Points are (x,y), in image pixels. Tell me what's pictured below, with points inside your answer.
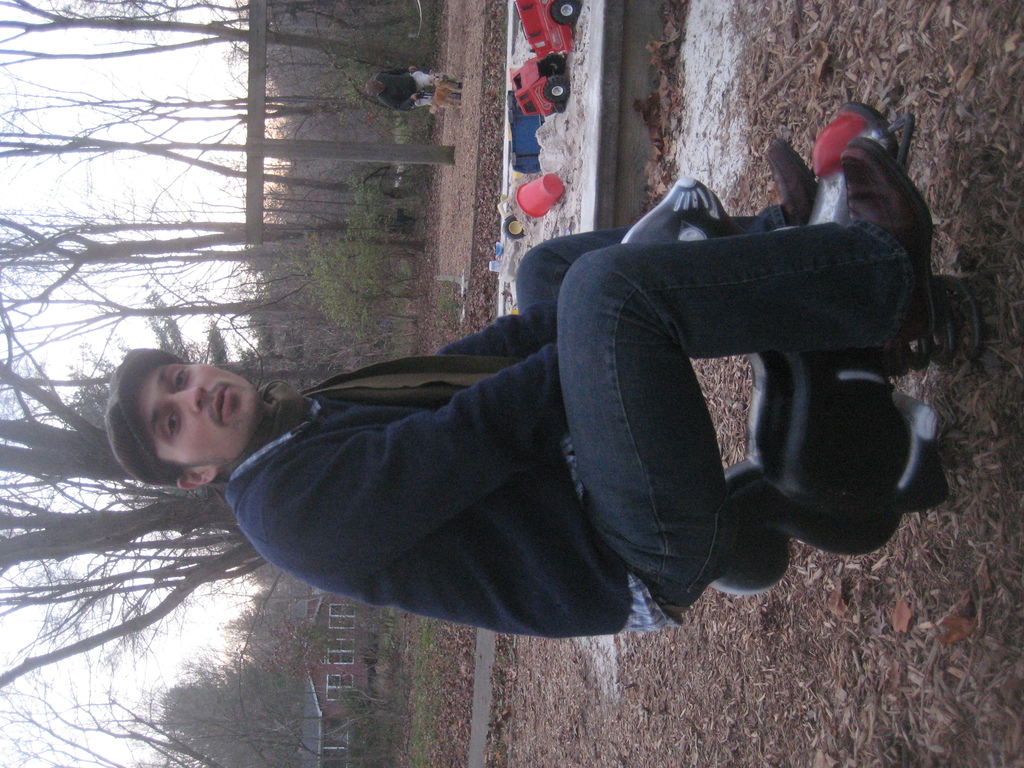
In this image I can see a person (556,538) wearing blue color dress (614,516) is sitting on black colored object (813,457). I can see the ground (851,669), few toys (562,9), few trees (367,319), few buildings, another person (397,71) and in the background (135,167) I can see the sky (124,168).
